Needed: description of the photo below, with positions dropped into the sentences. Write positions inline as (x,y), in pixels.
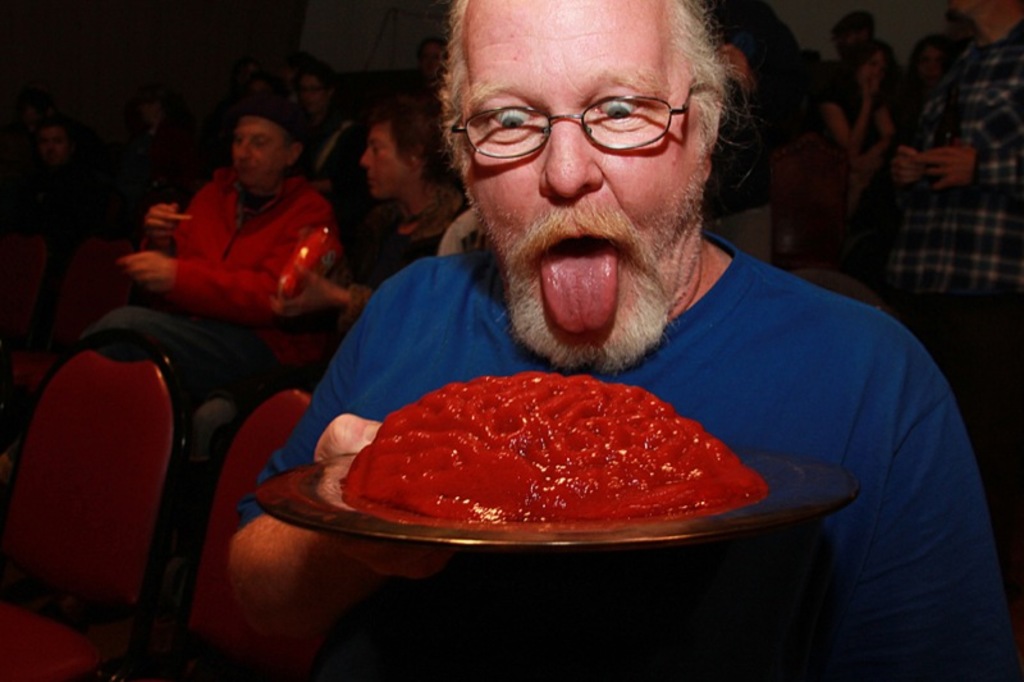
In this picture we can see a man (562,113) wore spectacles (479,147), holding a plate (328,505) with his hand (292,535) and on the plate (578,533) we can see a food (479,411) and in the background (227,262) we can see a group of people (229,280), chairs (187,434).
